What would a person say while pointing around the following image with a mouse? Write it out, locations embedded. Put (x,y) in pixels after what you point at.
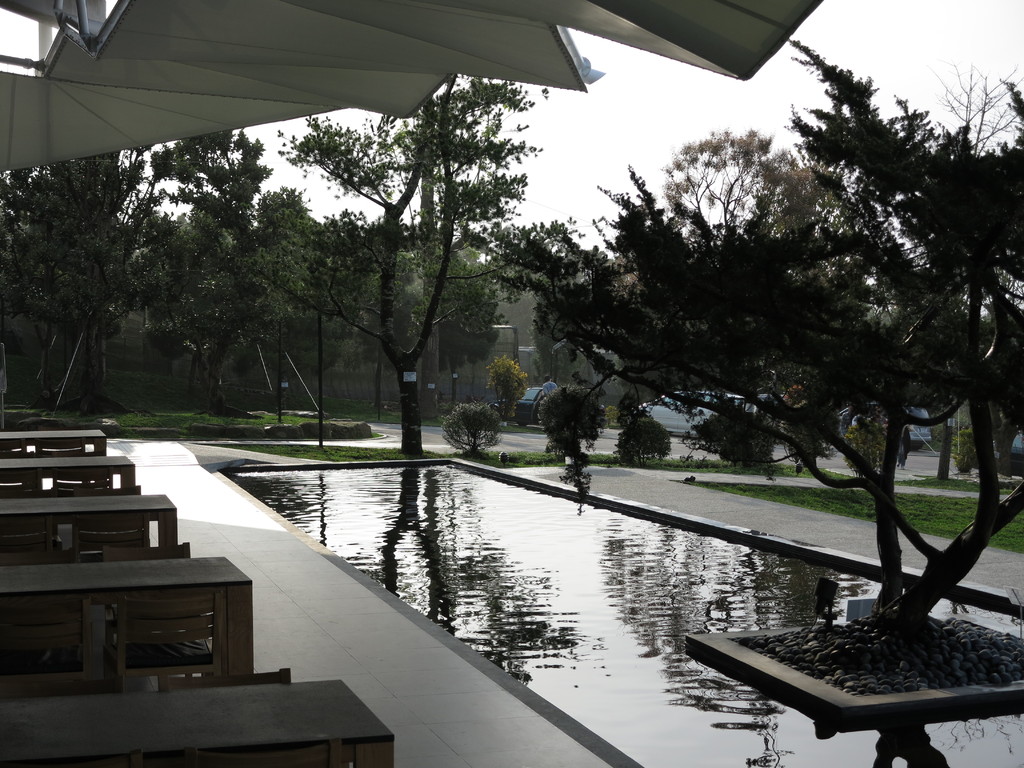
This picture shows water (333,479) and few trees (717,320), few tables (172,732) and chairs (147,638) and we see grass (957,512) on the ground (807,474) and few cars (688,423) parked and a man (543,390) standing and we see a cloudy sky (703,108).
